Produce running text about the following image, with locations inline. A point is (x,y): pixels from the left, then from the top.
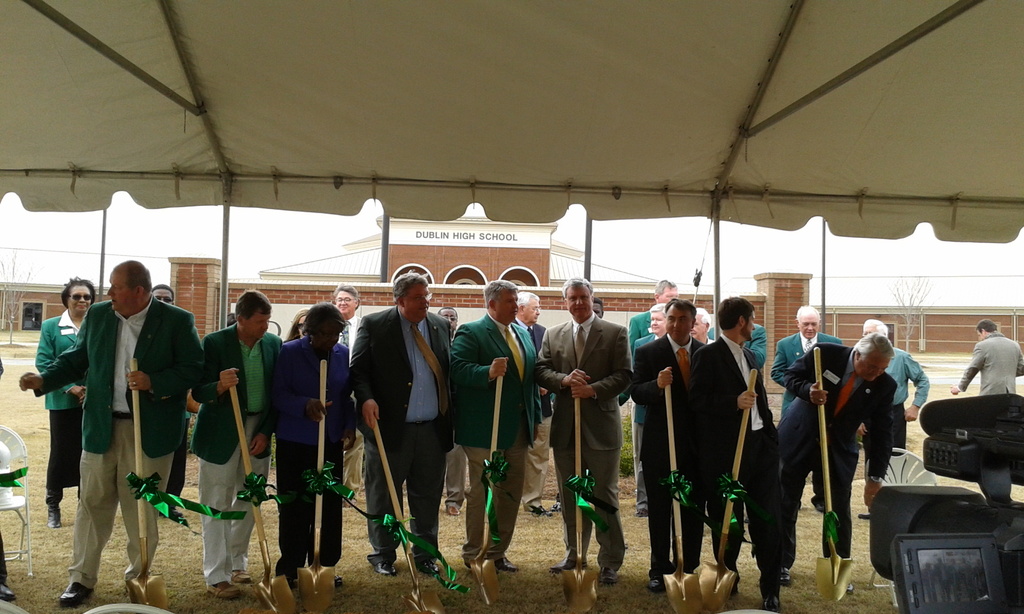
In this image there are a group of people (393,428) standing, and they are holding some sticks (825,422). And in the background (470,236) there is a building (547,267), trees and in the foreground (624,122) there is a tent (935,163). And on the right side (920,572) and left side (18,437) there are some chairs (17,450) and a camera (945,542). At the bottom (109,565) there is grass (49,539).
